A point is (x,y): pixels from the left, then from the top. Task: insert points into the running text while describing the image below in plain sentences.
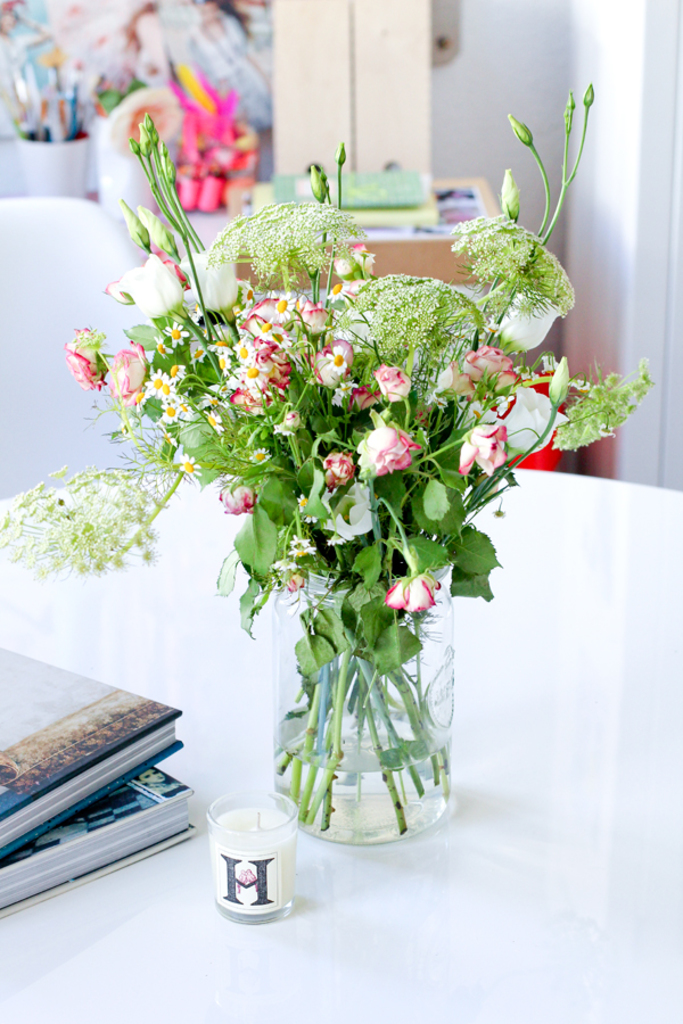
In this picture I can see there is a flower vase (410,618) and there are some flowers (621,405) in it. There is a candle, books (133,753) placed on the table (660,983) and in the backdrop (134,77) there is a painting (262,17) and there is a wall (445,168).
